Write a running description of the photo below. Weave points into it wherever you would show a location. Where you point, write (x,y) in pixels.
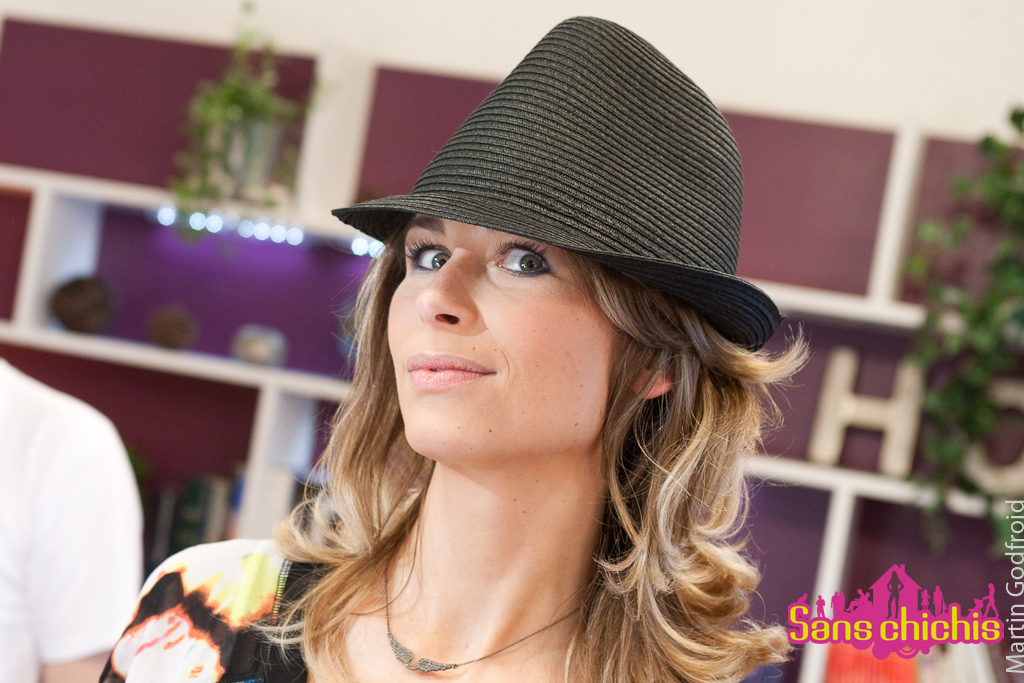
In this image, we can see a person (361,462) wearing clothes (181,595) and hat (550,118). There is a text (843,630) in the bottom right of the image (856,641). In the background (890,244), there are wall shelves (839,547).
